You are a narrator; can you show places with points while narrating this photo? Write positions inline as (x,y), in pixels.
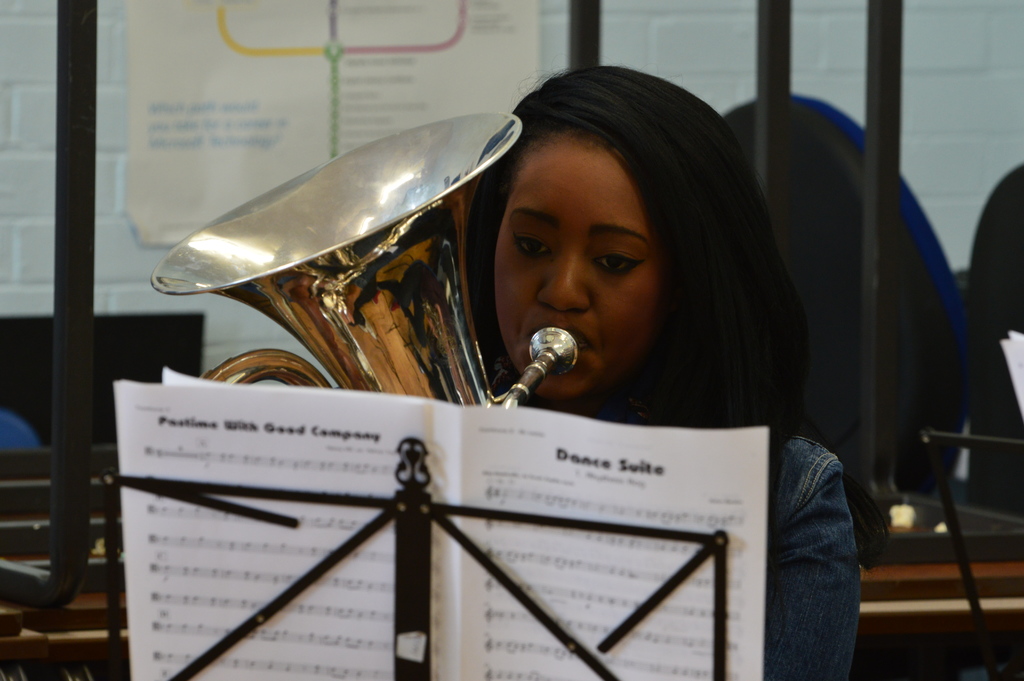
In this image we can see a woman (706,370) playing a musical instrument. Here we can see papers (504,483), stand (466,514), and a poster (291,116). In the background (714,93) we can see wall (18,129) and objects (945,288).
